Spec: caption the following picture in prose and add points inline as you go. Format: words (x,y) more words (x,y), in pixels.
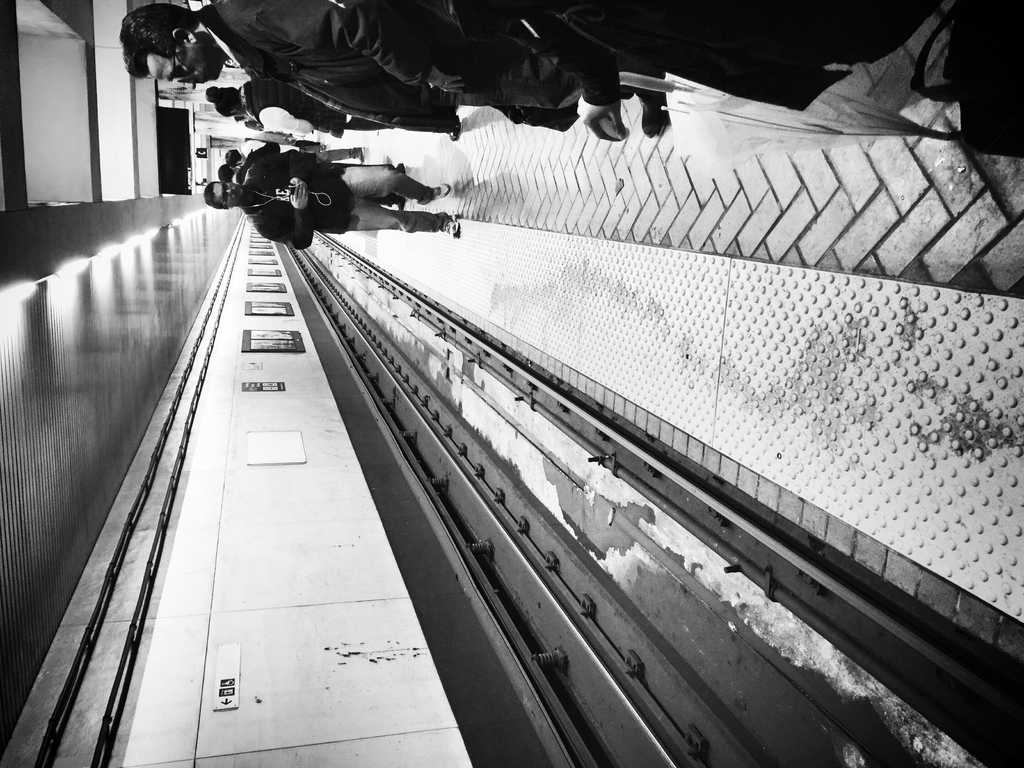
This picture is a black and white image. In this image we can see some objects (265,339) attached to the walls (232,463), some light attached to the ceiling (113,199), one bag (1006,112) on the top right side of the image (988,113), few people (245,187) are standing, few people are walking, one person (970,85) holding umbrella (842,112), one object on the ground (924,382) looks like a railway track (857,661), one man (262,206) holding cell phone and wearing earphones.
